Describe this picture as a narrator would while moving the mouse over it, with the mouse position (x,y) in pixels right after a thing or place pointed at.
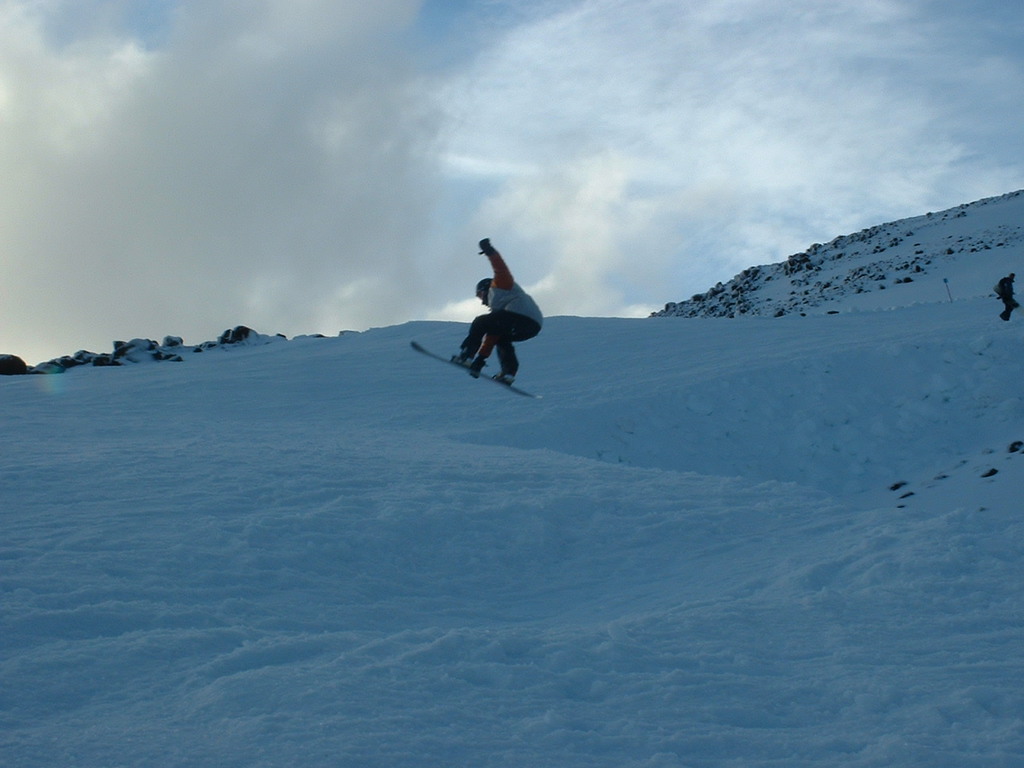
In the middle of the picture (501,302), we see a man (489,317) is wearing a white jacket (526,298). I think he is snowboarding. At the bottom of the picture (591,621), we see ice (251,355). In the background (836,282), we see a hill (844,281) and this hill (827,283) is covered with the ice (790,297). At the top (771,166), we see the sky (387,88).
